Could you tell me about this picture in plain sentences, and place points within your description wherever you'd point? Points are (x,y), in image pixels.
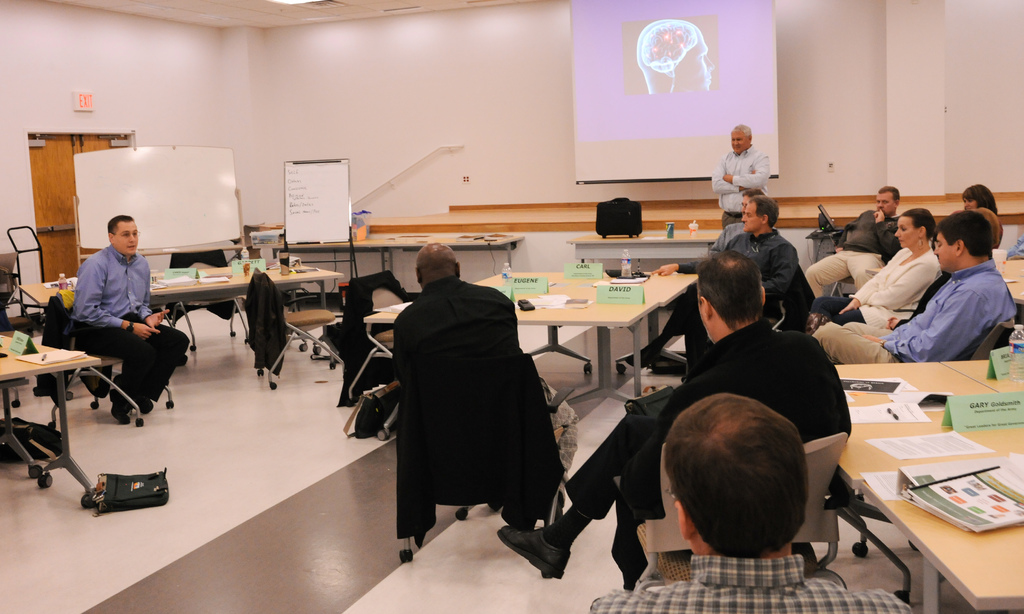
This is a picture taken in a room (411,521), the people (414,333) are sitting on the chairs (815,464) and this is a table (654,309) on the table (665,285) there is a name board (582,272) and water bottle (506,278). This is a floor (299,531). The man (742,163) is standing near the table (704,232) and listening to the person (121,290) was explaining and the background of this person (734,175) is a projector screen (692,54). This wall (398,73) which is in white color and this is whiteboard (302,187).
